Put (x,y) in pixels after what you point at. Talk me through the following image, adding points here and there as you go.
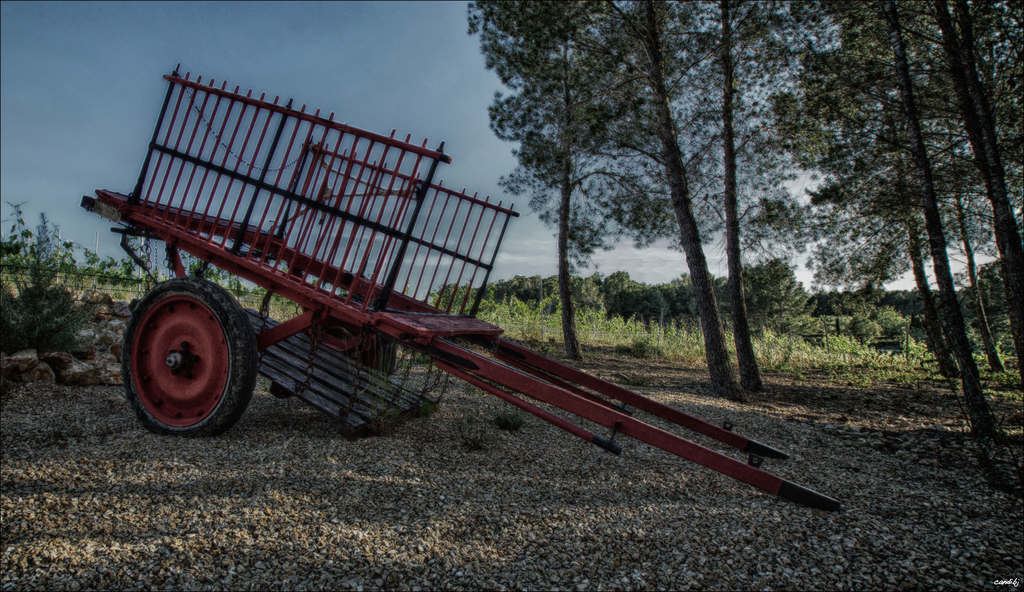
In this image we can see a cart (306,284) on the surface (292,408) of a ground (590,502). In the background of the image (589,290) we can see there are trees (728,182) and sky (314,51).
